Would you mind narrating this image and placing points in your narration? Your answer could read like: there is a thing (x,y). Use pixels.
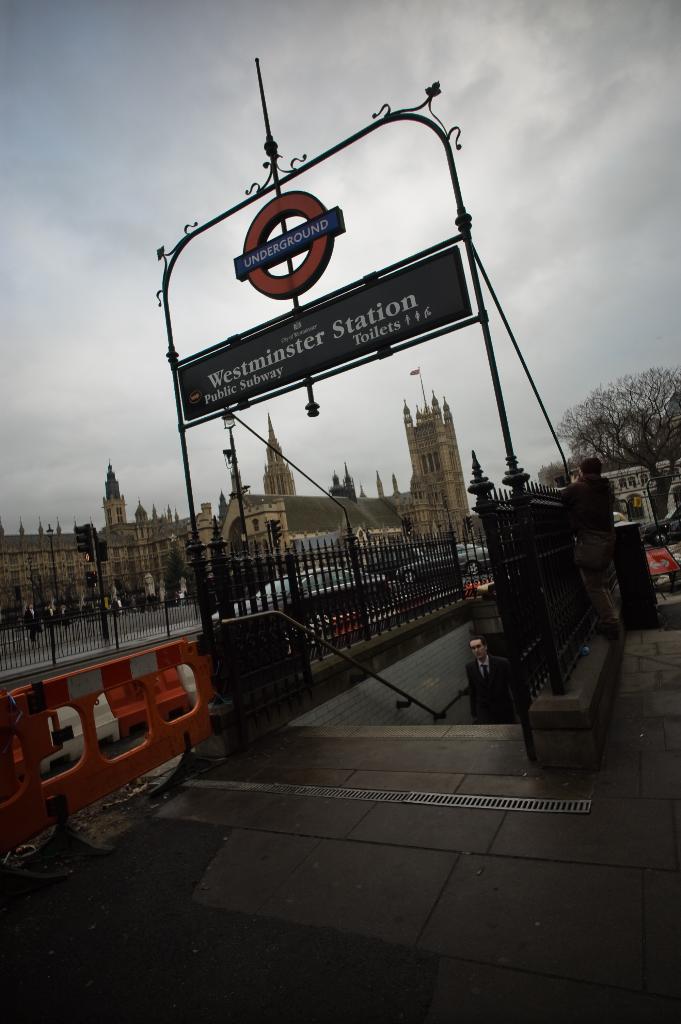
In this image we can see some people (508,697) standing on the ground (497,812). In the center of the image (394,344) we can see a signboard (386,303) with some text (376,331), fence (425,589), barricades (77,761). On the left side of the image (142,555) we can see a building (359,521) with windows (130,555). On the right side of the image (612,456) we can see a group of trees (602,451). At the top of the image (439,44) we can see the sky (471,170).
